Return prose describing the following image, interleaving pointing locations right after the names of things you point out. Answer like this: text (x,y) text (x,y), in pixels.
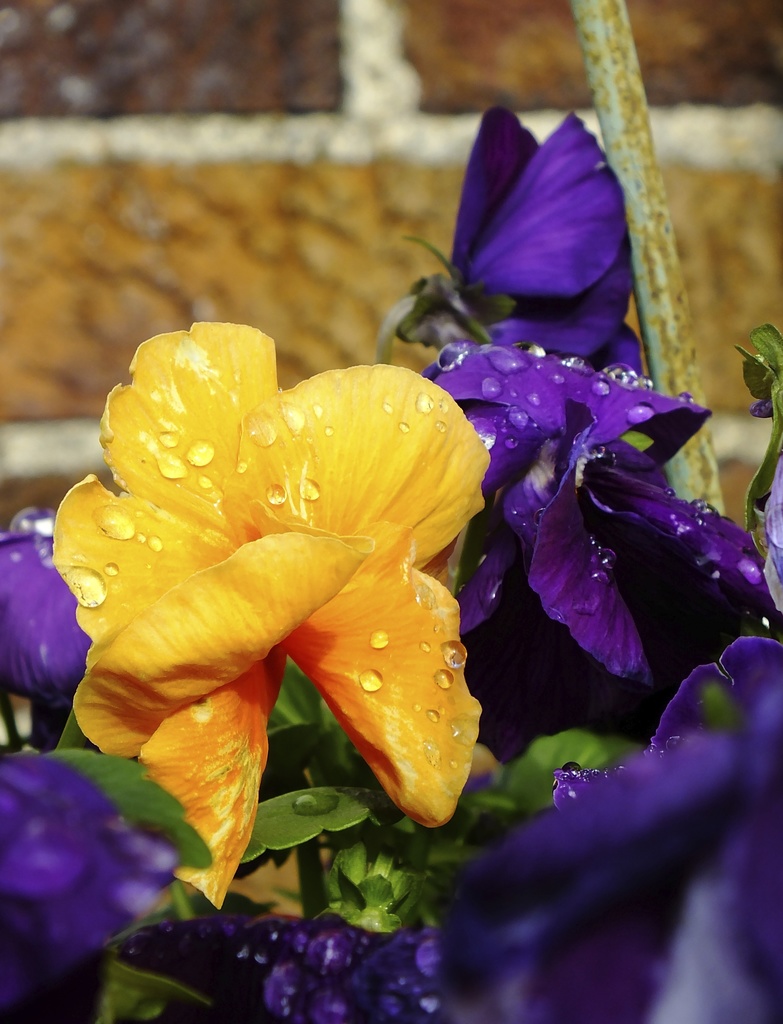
In this image, I can see the flowers (566,576), which are yellow and violet in color. On the right side of the image (611,17), I can see an iron rod (681,479). There is a blurred background (240,153).
